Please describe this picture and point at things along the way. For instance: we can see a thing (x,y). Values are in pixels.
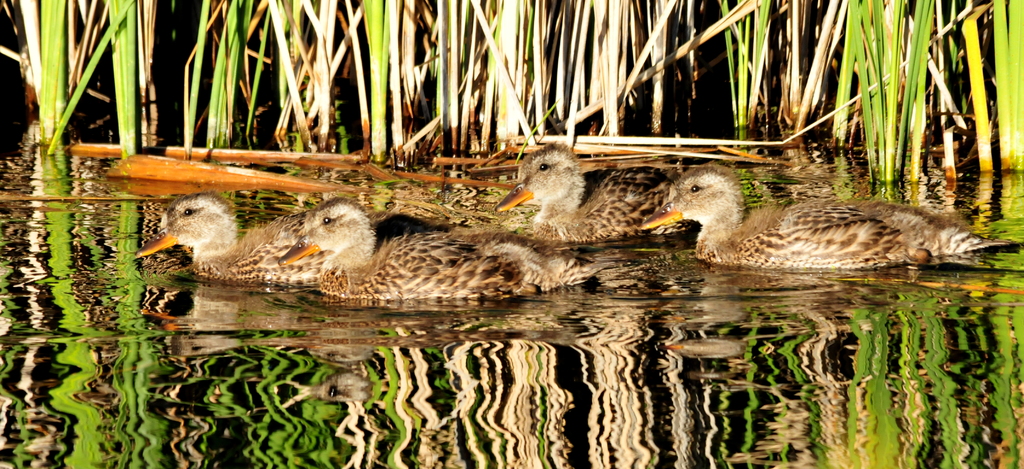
Here in this picture we can see a group of ducks (262,242) present in the water (33,182) over there and we can also see grass (73,20) present over there.
